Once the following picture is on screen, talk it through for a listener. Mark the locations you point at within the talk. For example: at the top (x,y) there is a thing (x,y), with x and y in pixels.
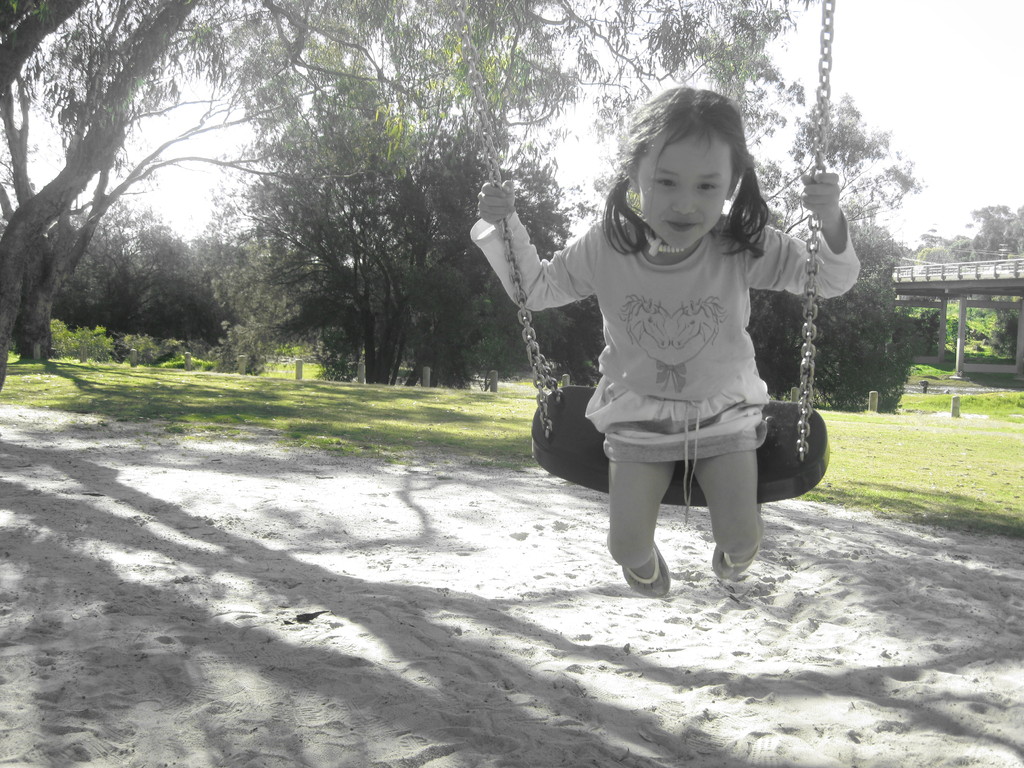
In this picture I can see a girl (668,370) is sitting on a tire swing (565,424). In the background (411,424) I can see trees (349,279), grass (513,456), poles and the sky (863,61).
